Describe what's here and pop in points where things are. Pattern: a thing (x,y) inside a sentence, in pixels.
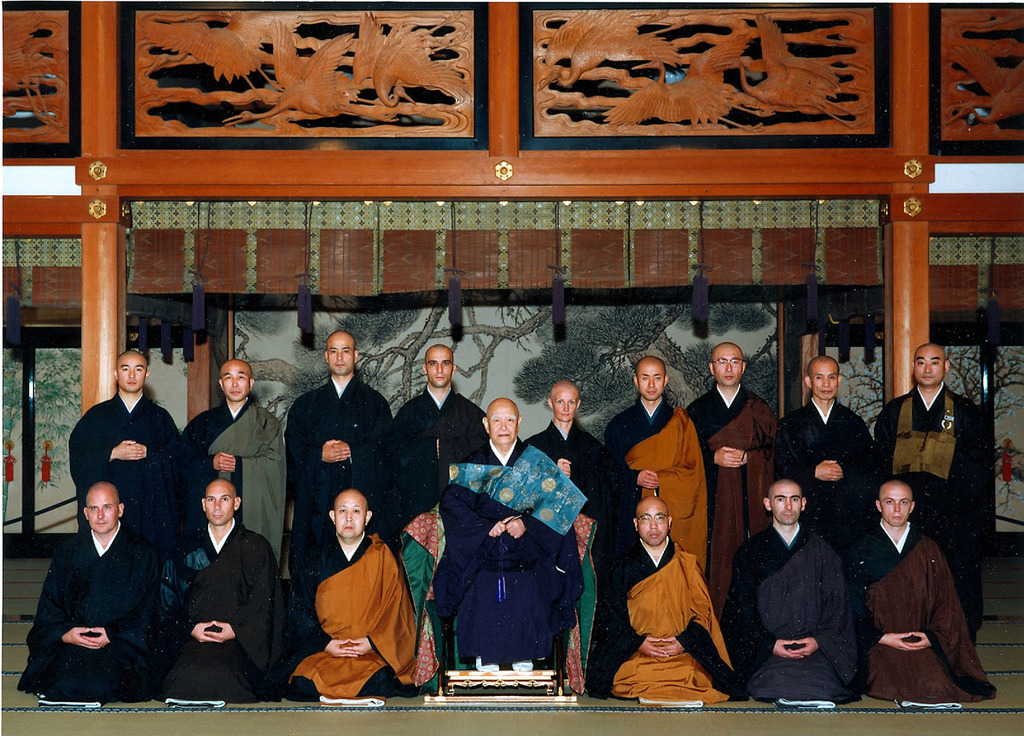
Here we can see people (505,572). This person (547,524) is sitting on a chair (558,624). Background (591,356) there is a wall (534,402). Painting (582,366) is on the wall (456,341). These are wooden carved designs (717,95).
